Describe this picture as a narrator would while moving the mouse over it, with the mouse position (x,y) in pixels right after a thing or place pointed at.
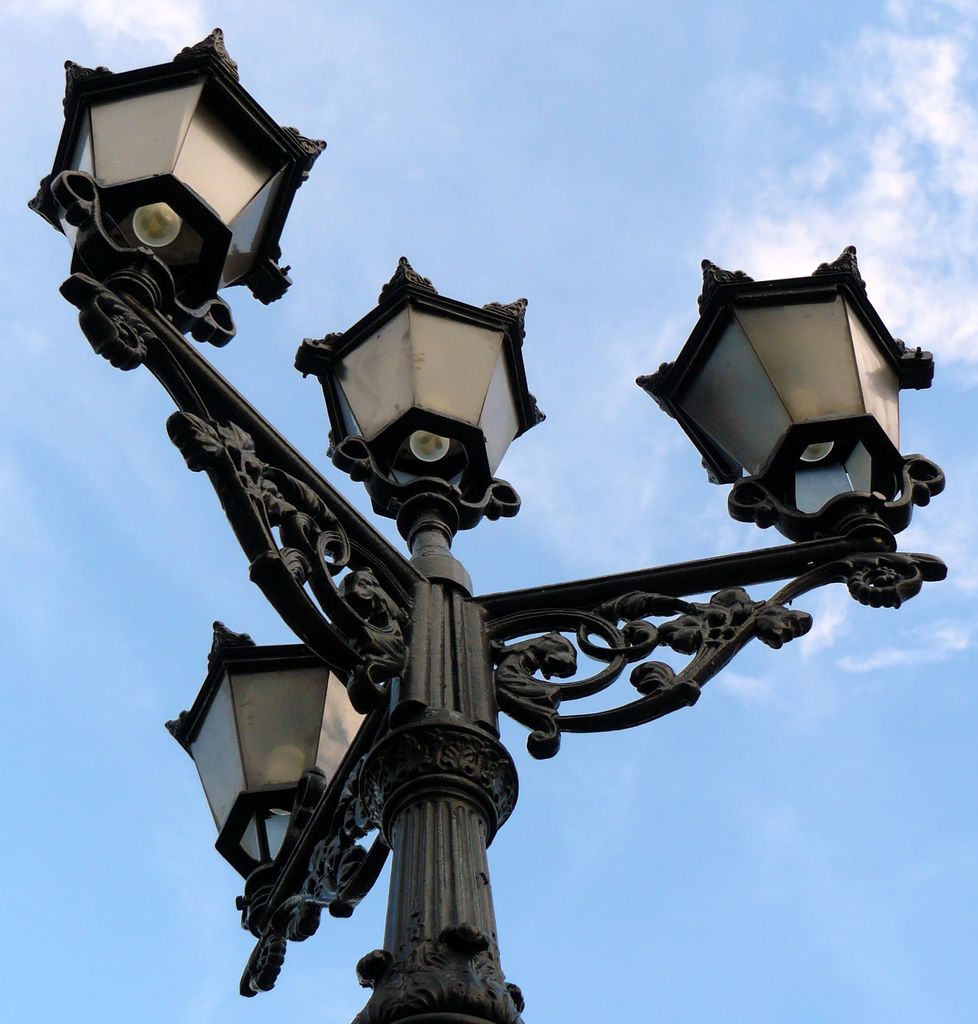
In this picture, we see a pole (416,691) and the street lights (395,506). It might be a lamp post (431,511). In the background (565,250), we see the clouds (820,247) and the sky (719,809), which is blue in color.
